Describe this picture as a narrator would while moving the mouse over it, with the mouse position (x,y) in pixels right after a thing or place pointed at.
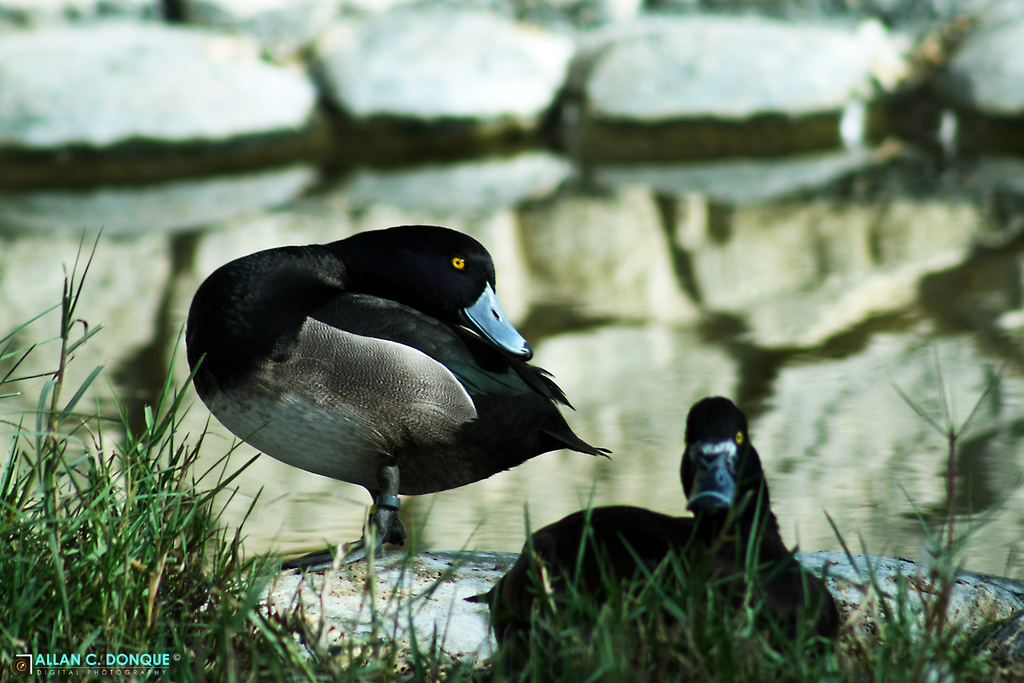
In this image I can see two birds (459,349) in black, white, brown color. I can see the green grass (108,603), rock (488,72) and water (740,281).
